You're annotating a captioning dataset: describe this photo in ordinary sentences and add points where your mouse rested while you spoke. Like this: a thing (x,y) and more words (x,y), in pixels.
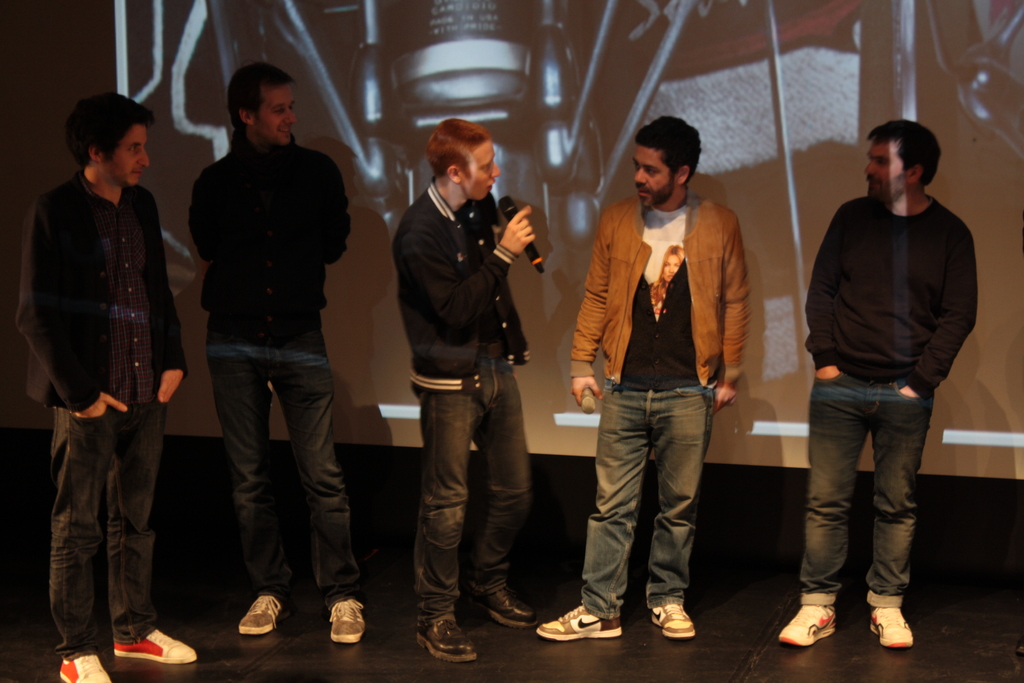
In this picture we see 5 people (902,171) standing on the stage (385,668). The person (432,156) in the middle (417,245) is speaking into a mike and the others (293,246) are looking at him.
